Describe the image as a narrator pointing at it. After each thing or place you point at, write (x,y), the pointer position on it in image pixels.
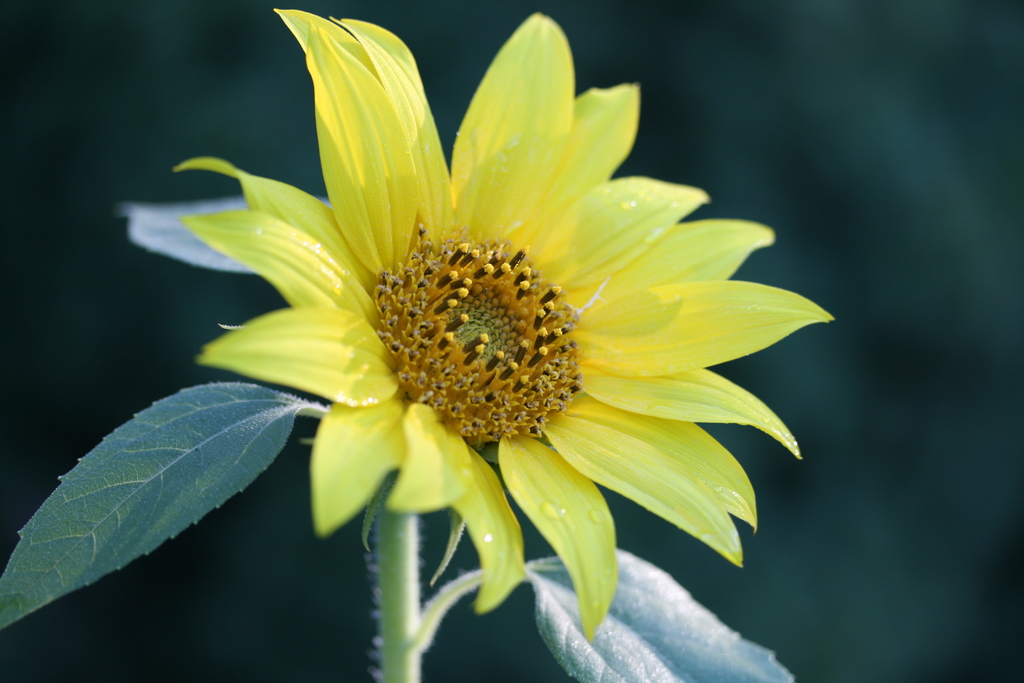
In this picture I can observe yellow color flower (455,326). There are some buds (464,315) on the flower (451,352). I can observe a plant (63,519). There are some leaves (625,647). The background (139,85) is completely blurred.
